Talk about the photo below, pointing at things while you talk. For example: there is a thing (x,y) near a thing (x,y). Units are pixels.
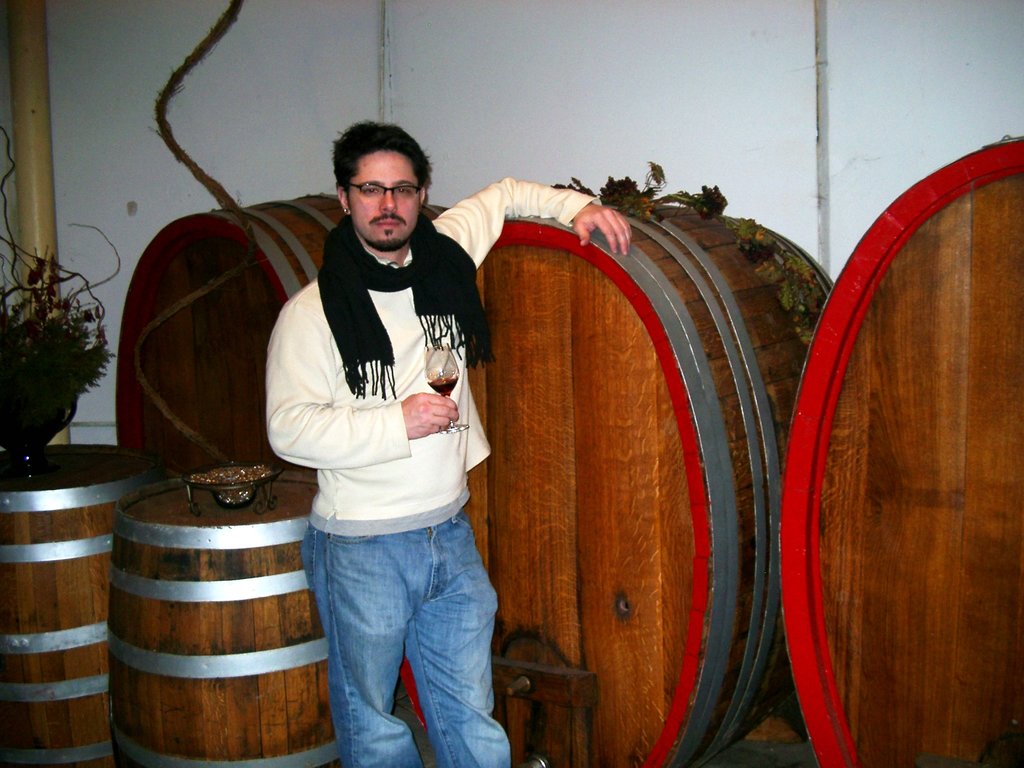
In this image we can see a person (390,472) standing and holding a glass (457,430), there are some barrels (210,515), potted plant (46,376) and some other objects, in the background (291,92) we can see the wall (390,40).
